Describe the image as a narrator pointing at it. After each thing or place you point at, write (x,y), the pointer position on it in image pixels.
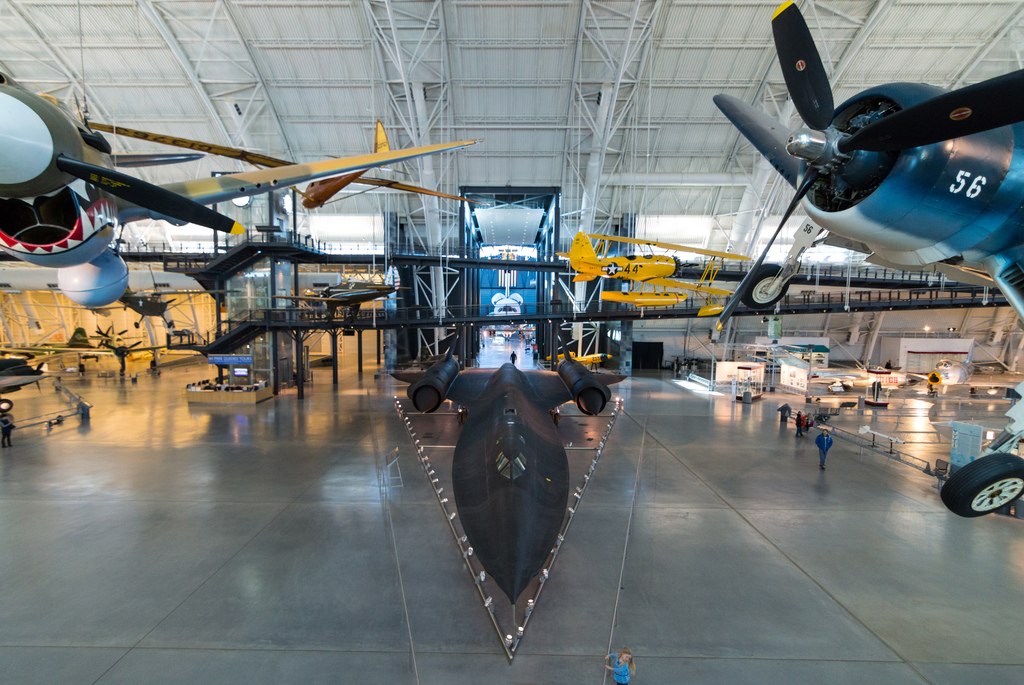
In this image I can see a black colored aircraft (518,462) on the ground (437,526). I can see few other air crafts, few persons (808,427) standing on the ground (865,419), the ceiling (579,157), few air crafts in the air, few metal rods (412,69) to the ceiling (358,59) and in the background (560,194) I can see few lights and few other objects (908,357).
